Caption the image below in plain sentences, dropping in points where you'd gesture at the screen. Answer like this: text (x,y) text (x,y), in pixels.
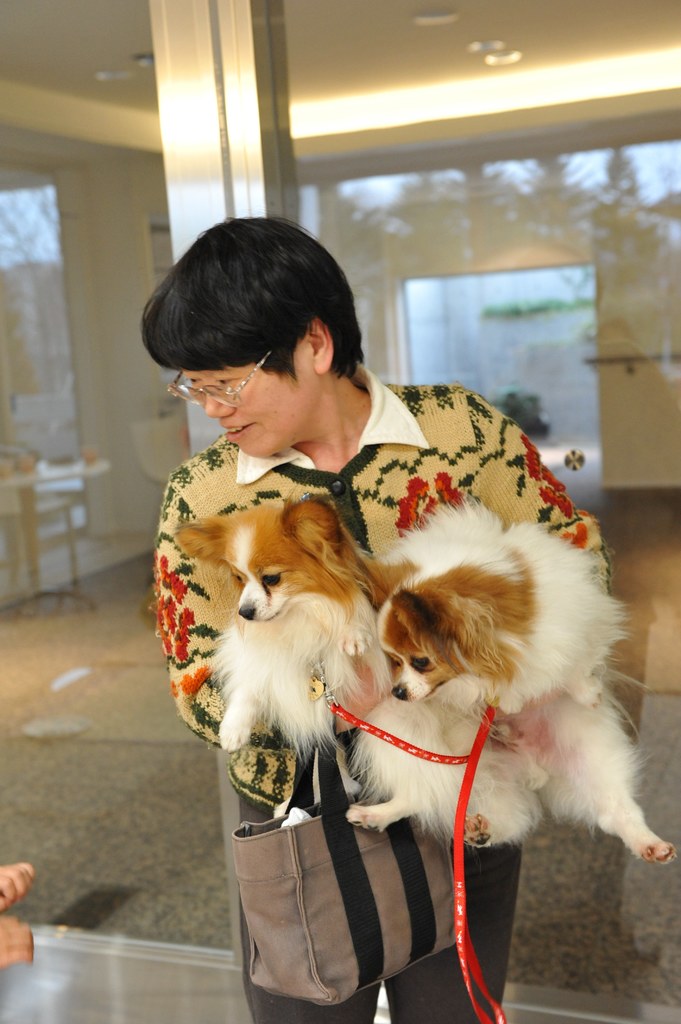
As we can see in the image there is a man (367,458) standing and holding puppies (471,659) in his hands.
